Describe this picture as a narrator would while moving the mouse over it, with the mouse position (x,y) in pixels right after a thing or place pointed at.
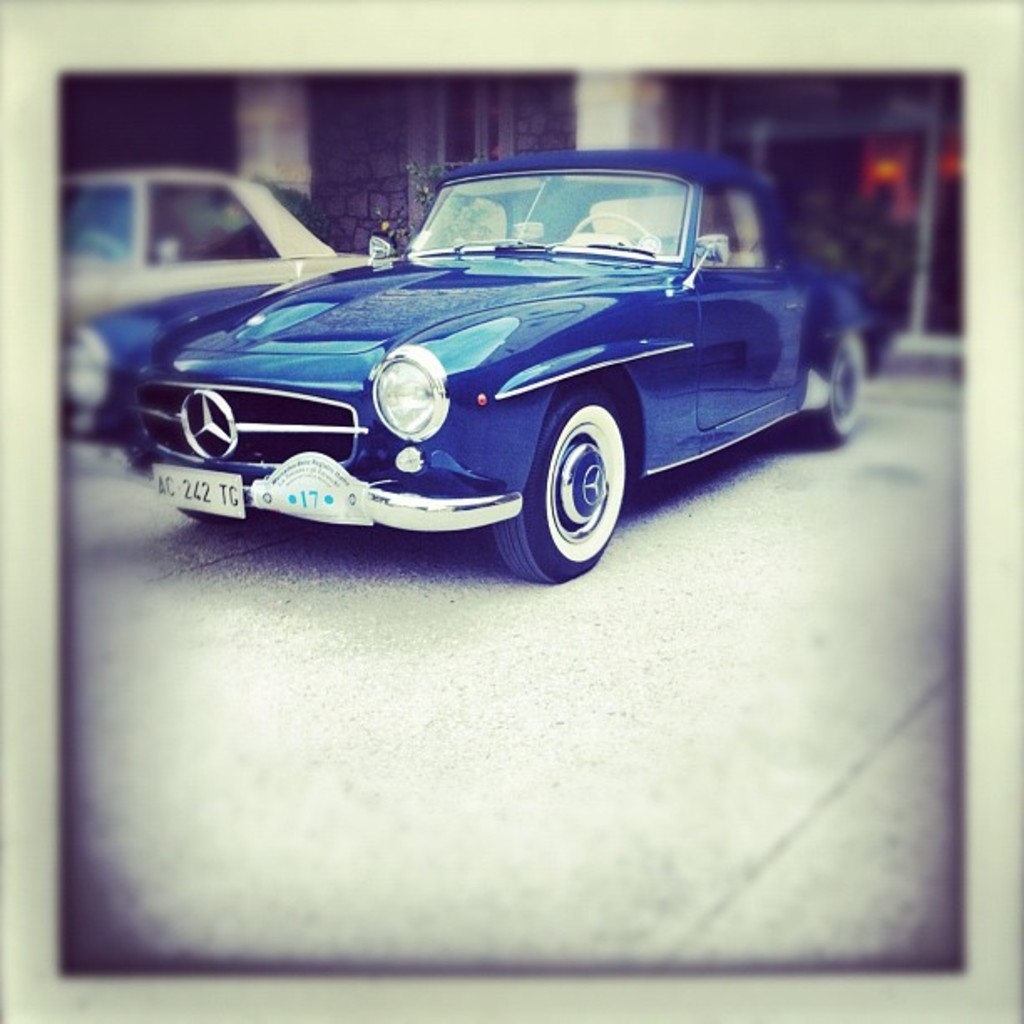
This looks like an edited image. This is a car (475,440), which is parked. This car (487,337) looks blue in color. On the left side of the image (224,253), I can see another car (144,229). In the background (305,115), that looks like a building (665,129) with the pillars (652,125) and glass doors (889,184).
